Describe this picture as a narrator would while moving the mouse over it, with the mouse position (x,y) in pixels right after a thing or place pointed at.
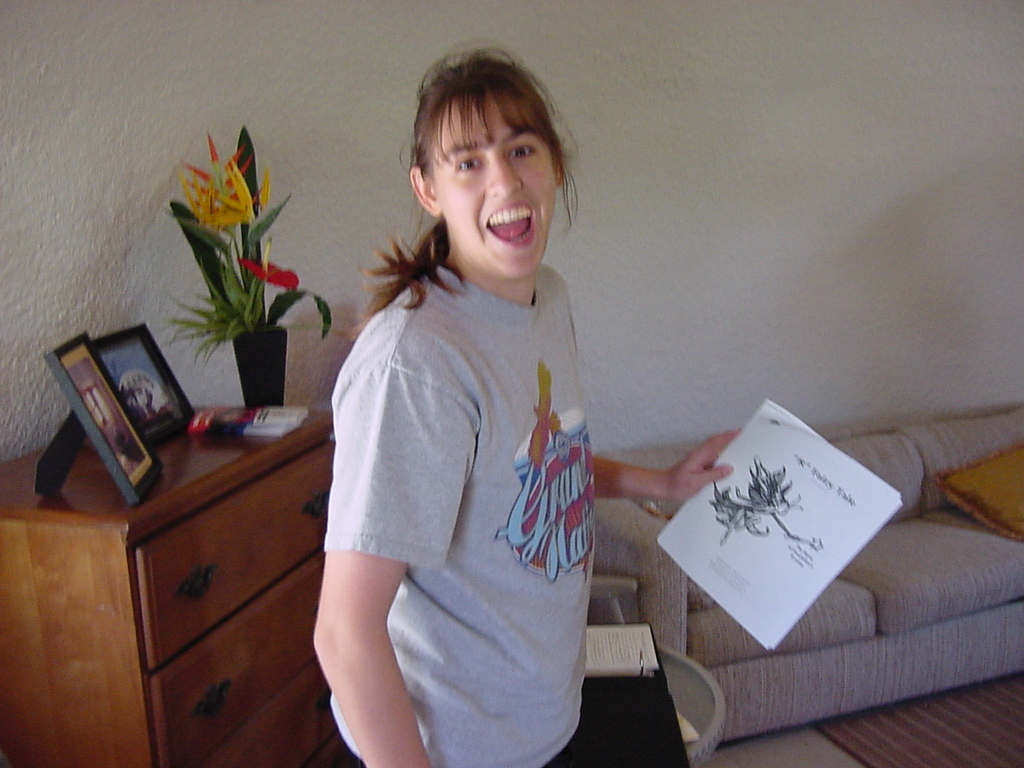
This picture shows a woman (360,720) standing and holding a book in her hand (717,447) and we see a smile (513,216) on her face (520,211) and we see a flower pot (301,298) and two photo frames (185,400) on the table (75,490) and we see a sofa (973,531).
